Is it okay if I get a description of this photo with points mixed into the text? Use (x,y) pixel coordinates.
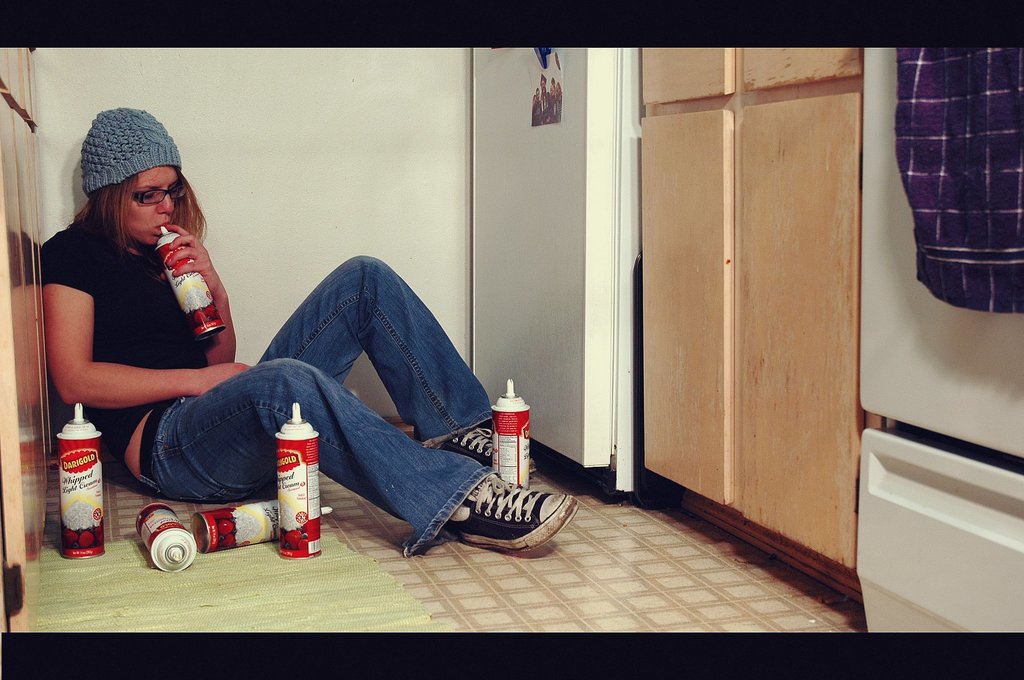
In this picture we can see bottles (75,497), photo (560,113), cloth (954,95), walls (305,208) and a woman (444,463) wore a cap (130,125), spectacle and sitting on the floor (683,615) and some objects (670,164).
